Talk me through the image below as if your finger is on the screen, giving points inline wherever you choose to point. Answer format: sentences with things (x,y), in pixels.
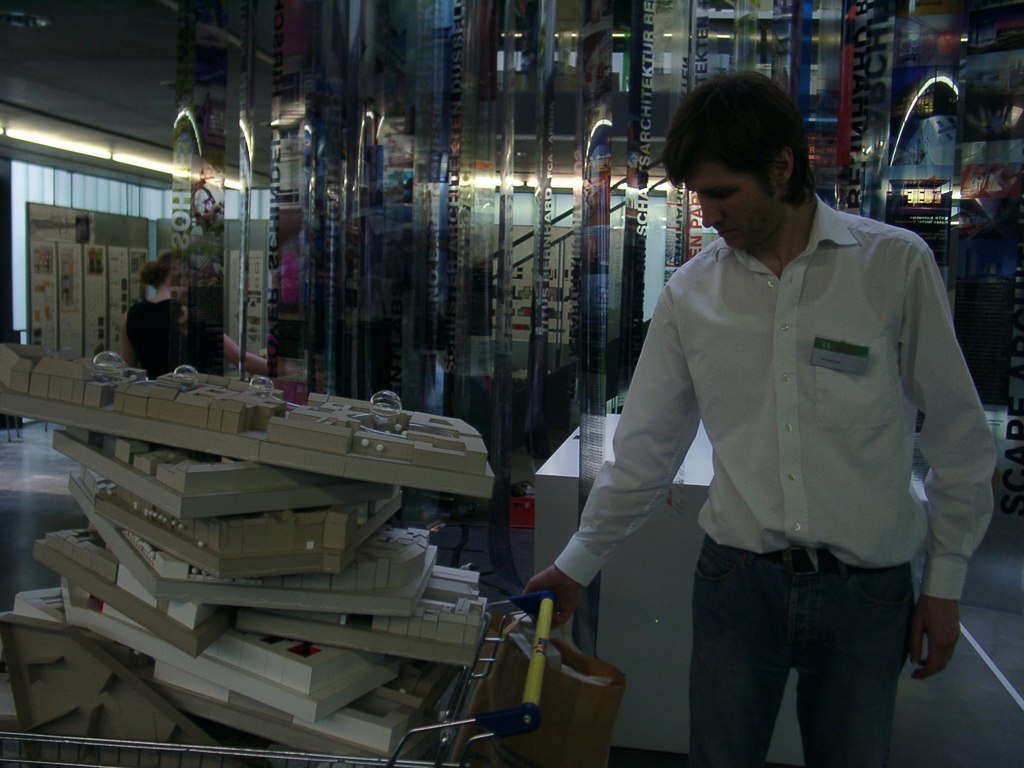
In this image we can see a person (910,411) wearing white shirt (833,469) is standing on the ground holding a carry bag (584,690) in his hand (566,593). To the left side of the image (286,444) we can see a cart (144,754) containing several items (255,626) in it. In the background (166,327) we can see staircase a woman (153,324) standing, windows (12,214) and some lights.
